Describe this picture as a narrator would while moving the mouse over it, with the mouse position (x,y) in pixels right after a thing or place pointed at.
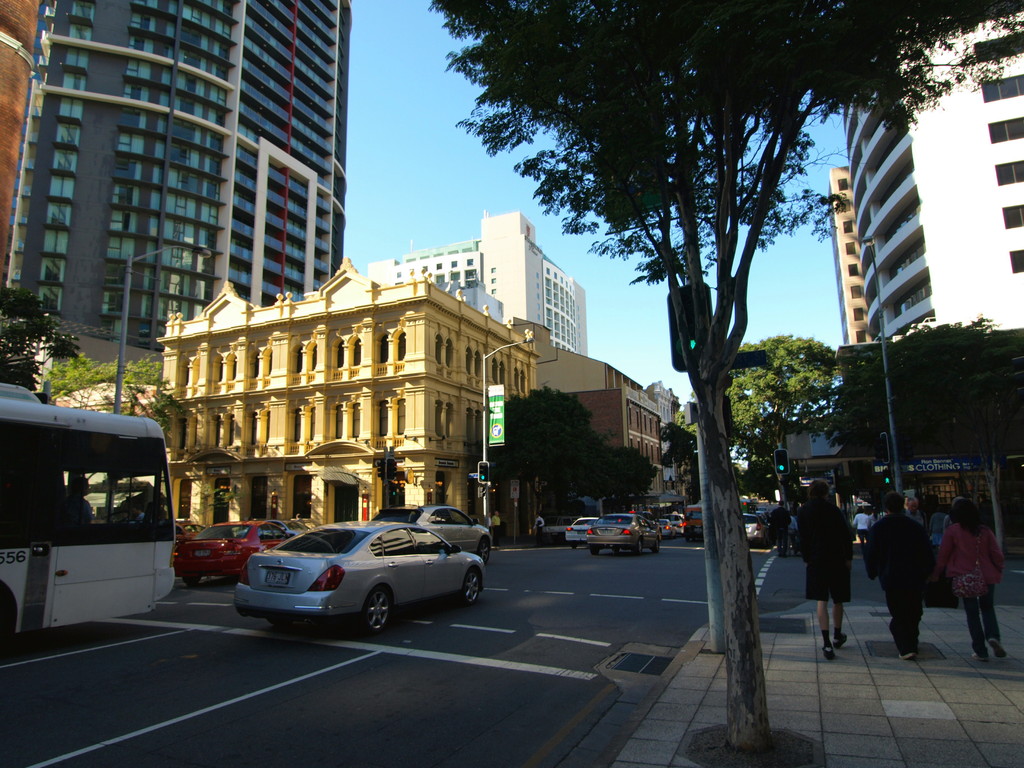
In this picture we can see many vehicles (68,618) on the road (557,561). On the right side (756,728) we have trees (740,590) and people (893,627) on the foot path (835,662) & on the left side (141,350) we have many buildings (341,359) and trees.
